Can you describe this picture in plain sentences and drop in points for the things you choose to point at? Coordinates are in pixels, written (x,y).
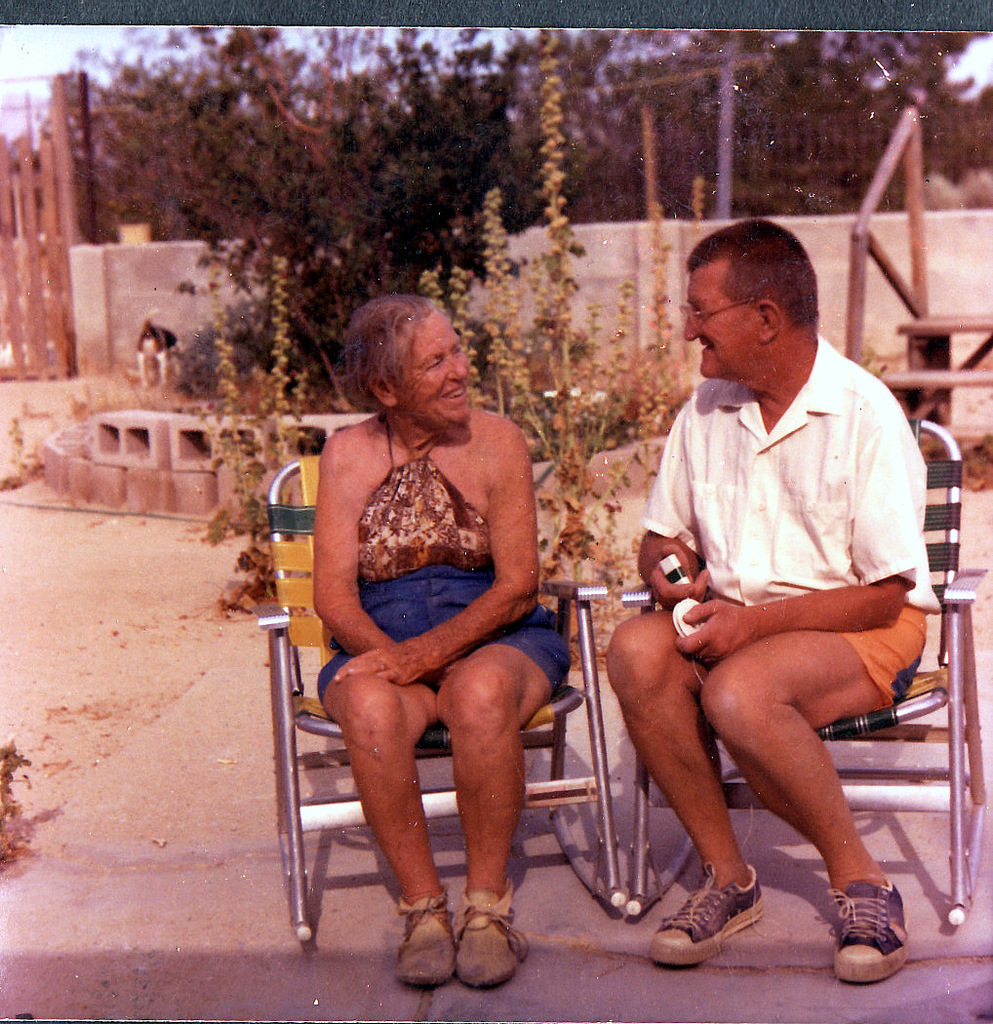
In this image i can see two people (697,663) sitting on the chairs (438,746) and wearing the different color dresses (890,509). To the back of these people (643,562) I can see many trees (390,257), wall (579,312) and the sky (13,101).
